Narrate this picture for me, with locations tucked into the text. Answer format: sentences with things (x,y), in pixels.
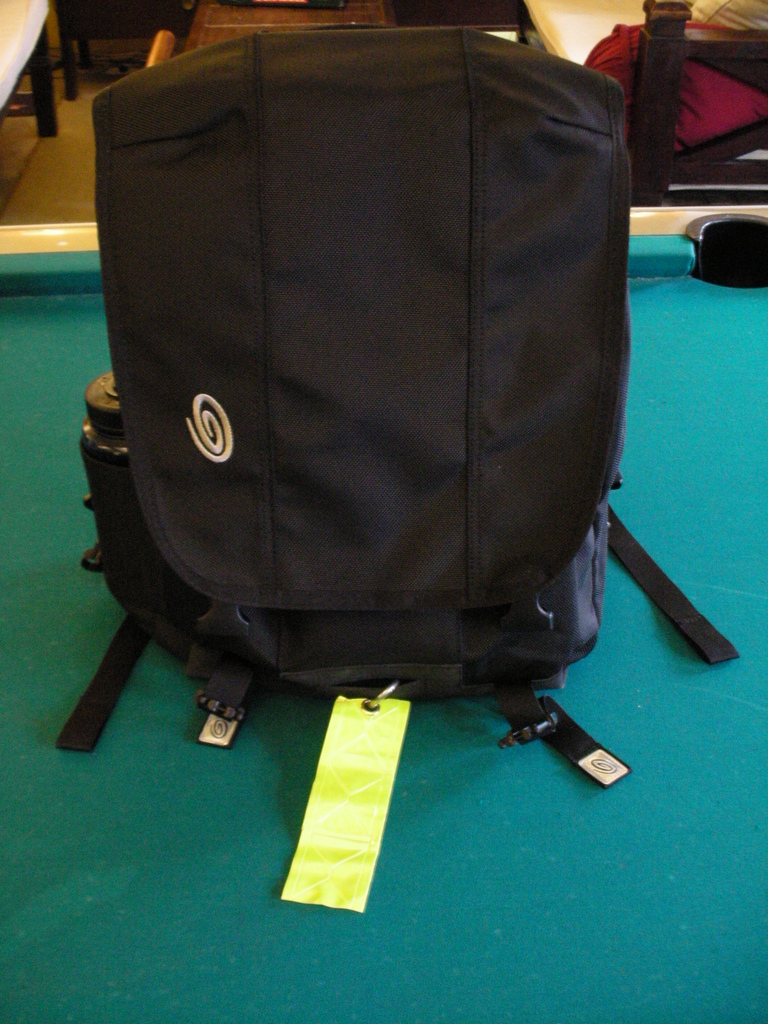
On the billiards table (544,785) there is a black bag (399,347) beside it there is a water bottle (107,425). On the top right corner (760,56) there is a bench (727,179) which is contain a pillow (703,81).
